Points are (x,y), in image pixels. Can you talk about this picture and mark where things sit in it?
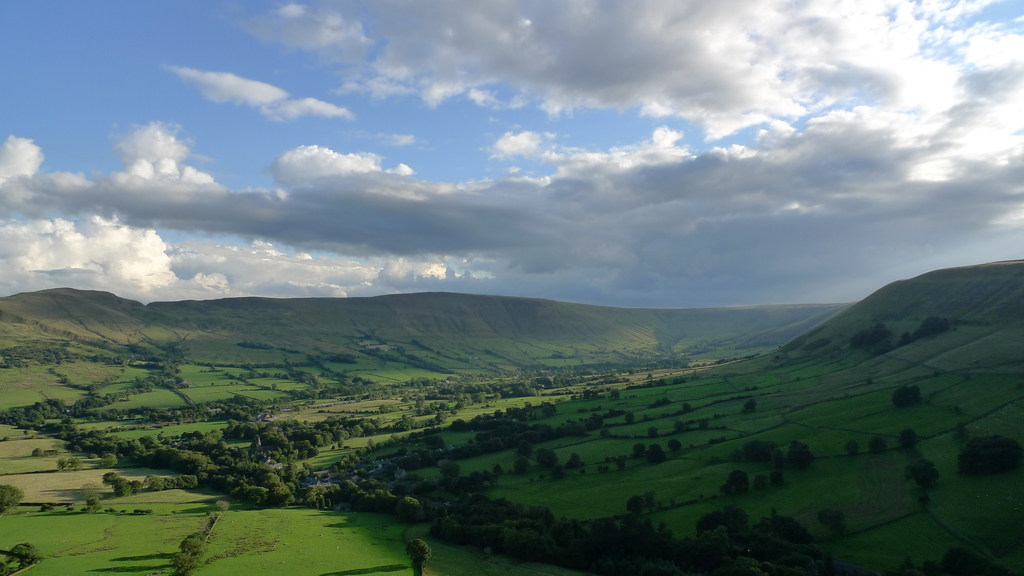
This is grass (350,513) and there are trees (502,417). In the background (985,187) we can see sky (492,154) with heavy clouds (818,194).
